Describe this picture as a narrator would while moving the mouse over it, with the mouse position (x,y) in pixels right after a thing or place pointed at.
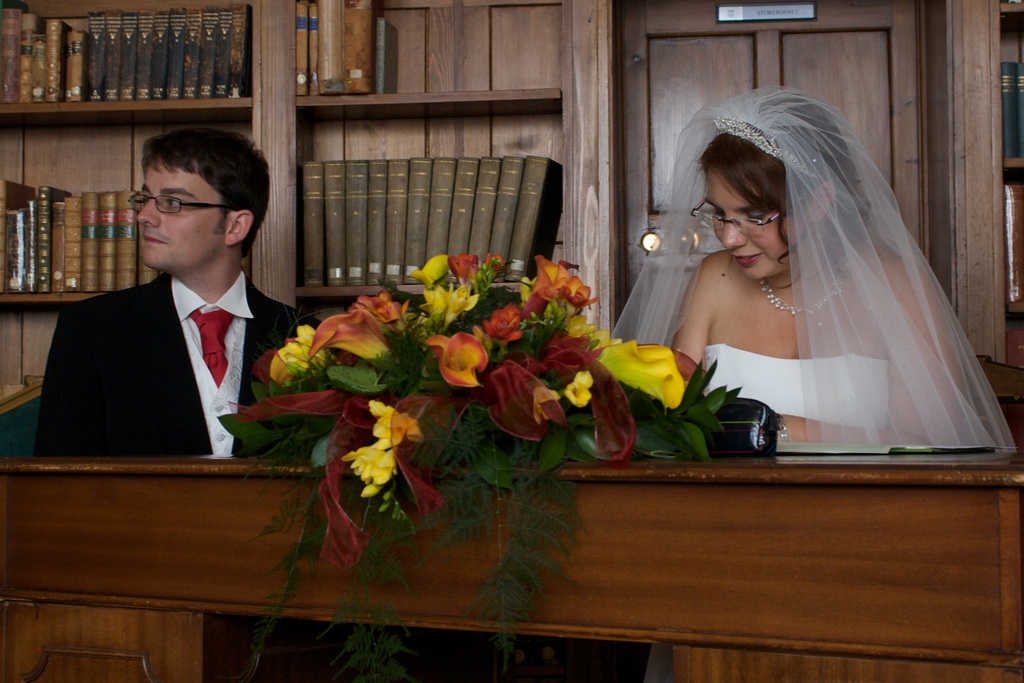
In the image I can see a person (238,259) wearing suit (251,361) and the lady (757,299) who are sitting in front of the table (691,464) on which there is a bouquet (547,425) and behind there are some shelves (258,107) in which some books (244,35) are arranged.
